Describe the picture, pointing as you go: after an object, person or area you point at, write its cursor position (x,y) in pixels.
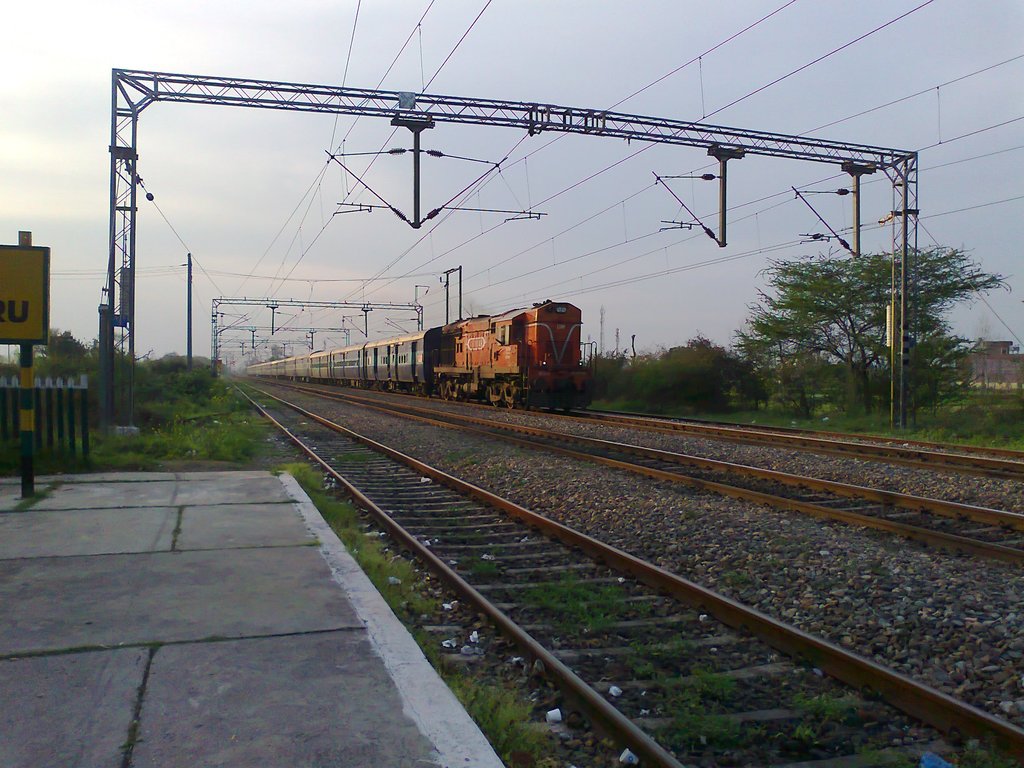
There is a train (426,331) on the track (868,443) and there are few trees (741,371) and plants (703,371) on either sides of it and there are poles (408,118) and wires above it and there is a platform (187,613) in the left corner (191,637).
